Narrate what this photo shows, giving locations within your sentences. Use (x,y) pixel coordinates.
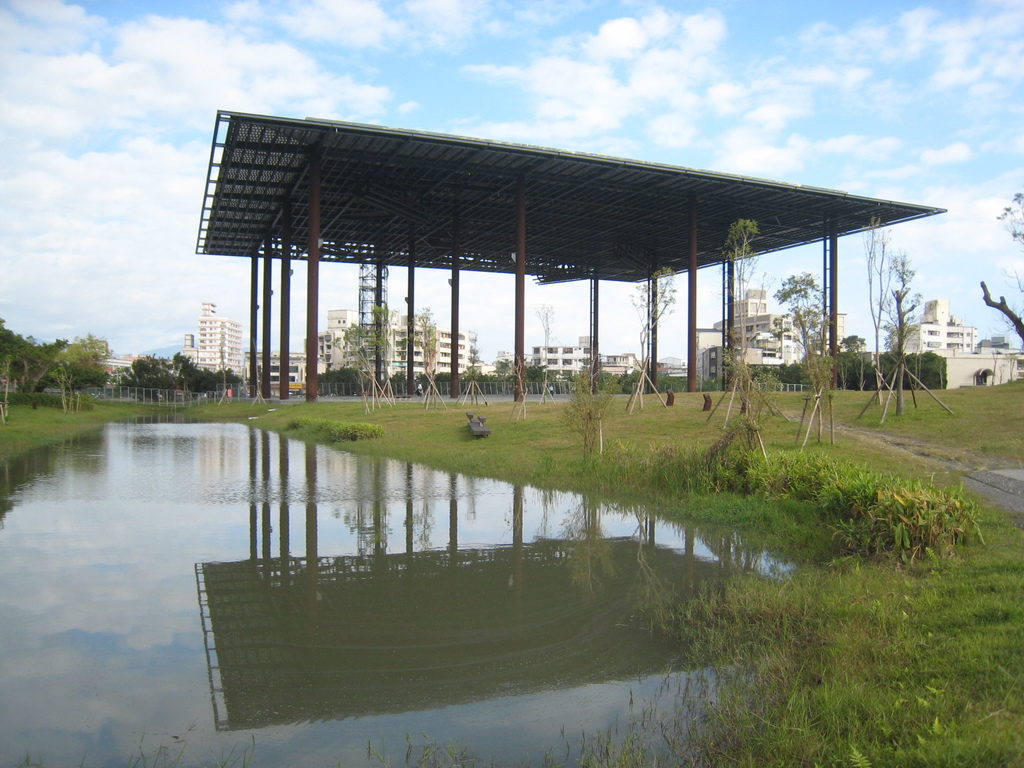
In the picture I can see water (244,614), grass (1003,627), trees (83,367), shed (280,188), buildings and the blue color sky (412,23) with clouds (955,146) in the background (147,301).
